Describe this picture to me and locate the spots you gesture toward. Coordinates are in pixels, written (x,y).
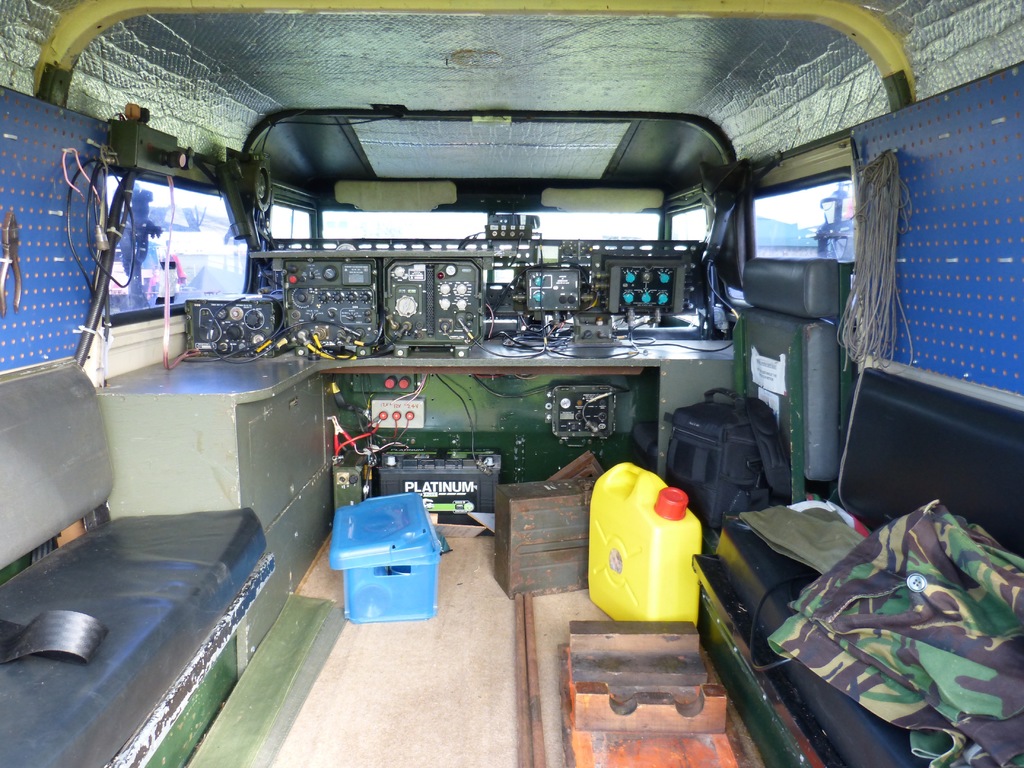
There are few clothes (903,583) placed on a seat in the right corner (913,614) and there are few electronic objects (415,325) in the background (472,312).
